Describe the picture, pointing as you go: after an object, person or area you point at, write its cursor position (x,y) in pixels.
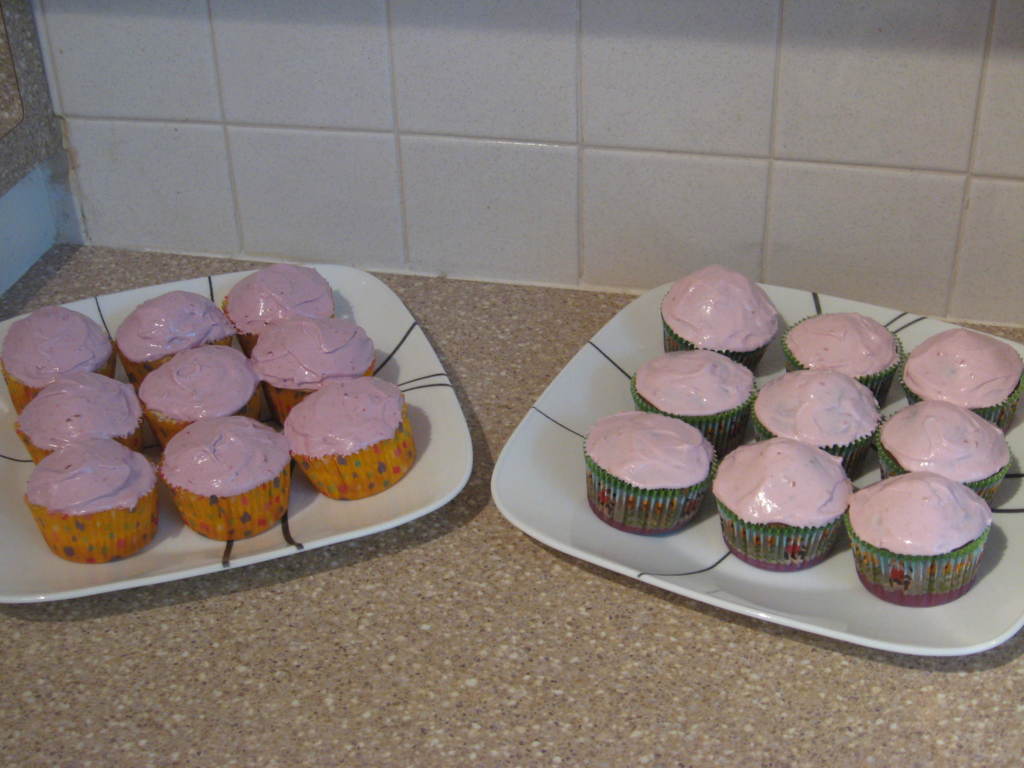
In the foreground of this image (424,668), on the countertop (392,655) there are cupcakes (410,457) on the platters (728,561). In the background (429,151), there is a wall (273,128).
